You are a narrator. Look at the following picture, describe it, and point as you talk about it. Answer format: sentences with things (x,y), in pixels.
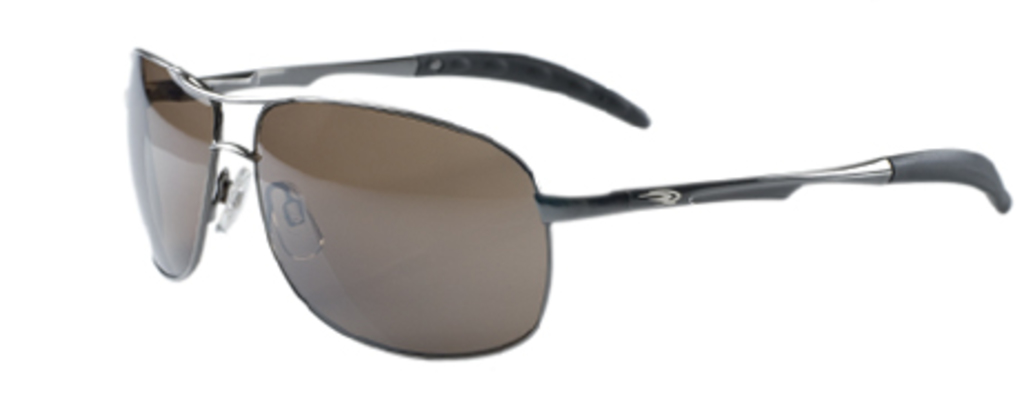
In this image I see the shades (169,77) over here which is of brown, silver and black in color and I see it is white in the background (707,292).
